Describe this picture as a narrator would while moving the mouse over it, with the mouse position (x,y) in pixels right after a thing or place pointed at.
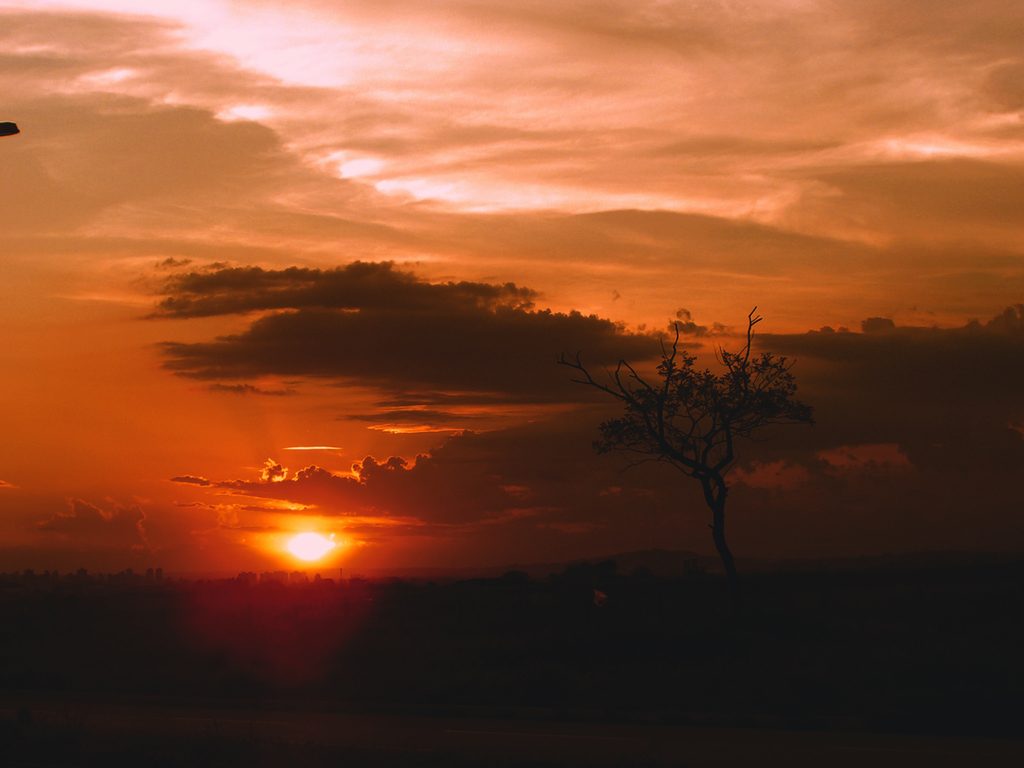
In this image there are some trees (423,630) at bottom of this image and there is a cloudy sky (382,398) at top of this image (364,244) and there is a sun (317,552) in middle of this image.
